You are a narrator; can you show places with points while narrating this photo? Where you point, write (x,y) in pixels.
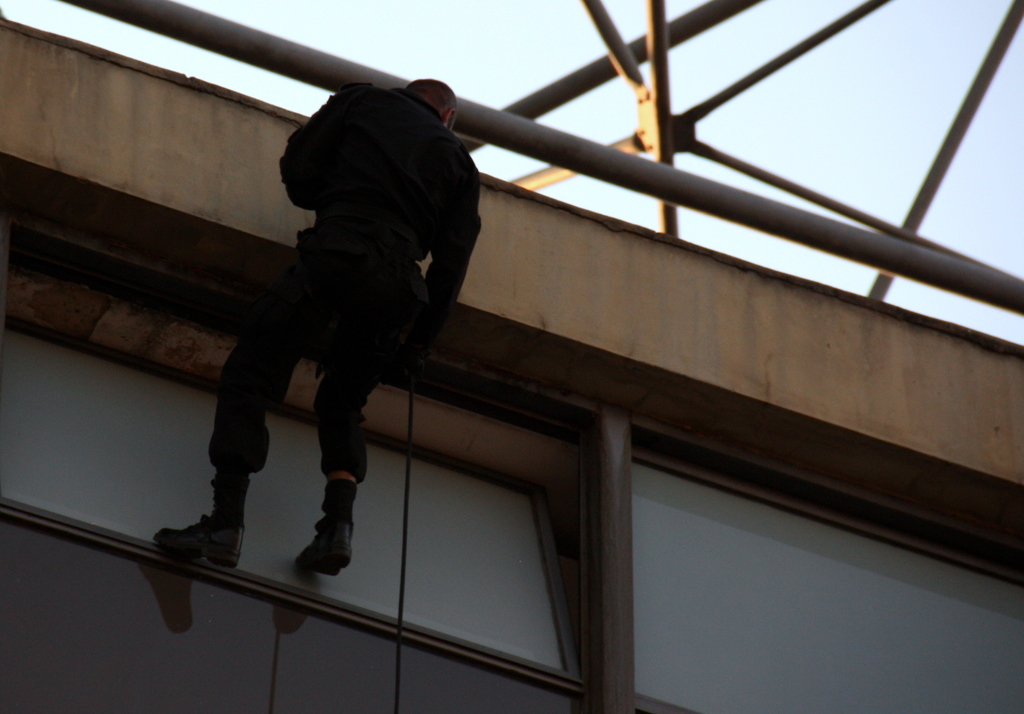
In this image I can see a person (403,222) climbing down the wall (420,432). The person (408,267) is wearing black color dress (403,209), background (543,29) I can see few poles (603,8) and the sky (467,22) is in white color.
